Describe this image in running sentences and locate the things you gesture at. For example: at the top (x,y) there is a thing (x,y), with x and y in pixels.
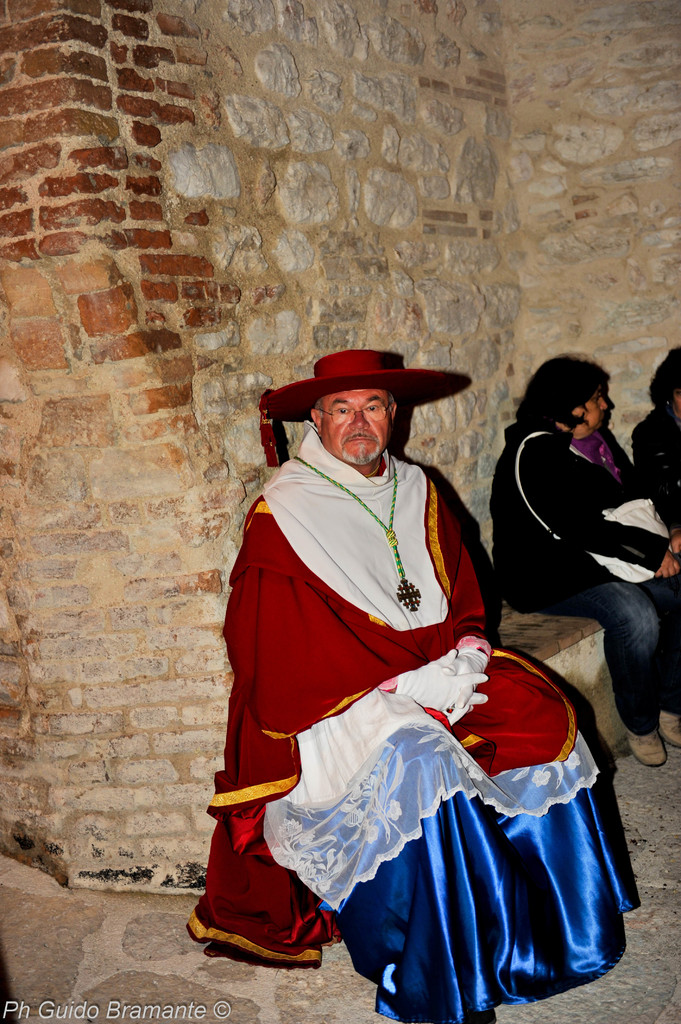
In this picture I can see group of people (353,517) sitting on the bench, and in the background (297,326) there is a wall (102,515) and there is a watermark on the image.
